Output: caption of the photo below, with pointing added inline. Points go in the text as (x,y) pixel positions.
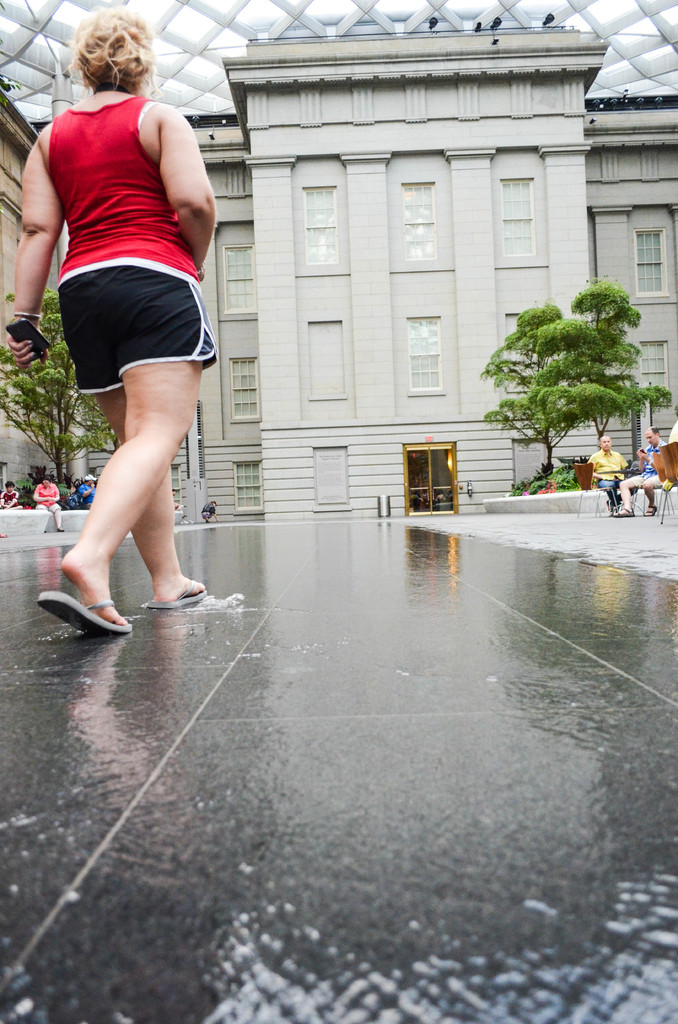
On the left side of the image (120,422) we can see one person (112,407) walking on the road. And she is holding some object (12,332) and she is in red color t shirt (81,232). In the background (341,169) there is a building (217,188), windows (426,193), one door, poles (63,237), trees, plants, few people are sitting and a few other objects (662,492).
